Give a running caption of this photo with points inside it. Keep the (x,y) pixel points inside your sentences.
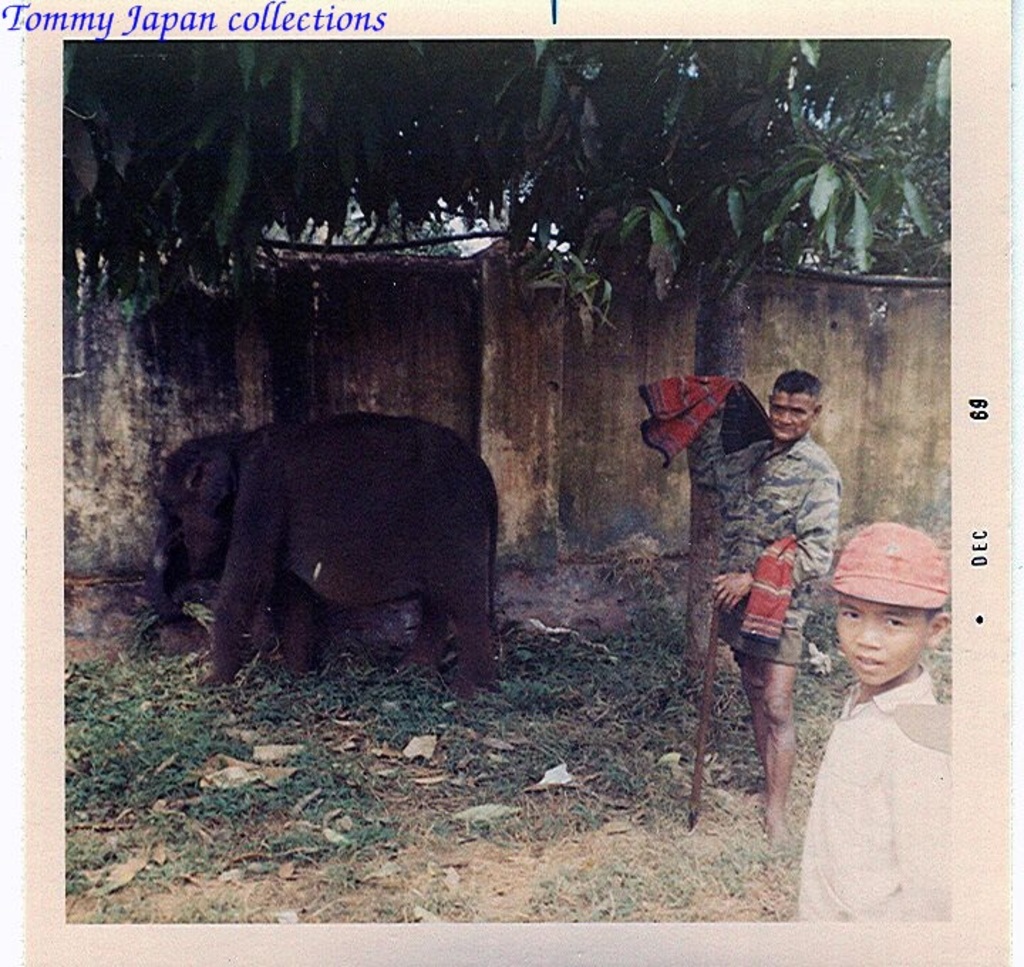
On the right side of the picture (879,855) there is a kid (866,625) and there is a person (759,503). In the center of the picture (376,485) there are dry leaves (424,751), tree (313,93), an elephant (354,474) and wall (452,339), outside the wall (355,277) there are trees (433,237).
